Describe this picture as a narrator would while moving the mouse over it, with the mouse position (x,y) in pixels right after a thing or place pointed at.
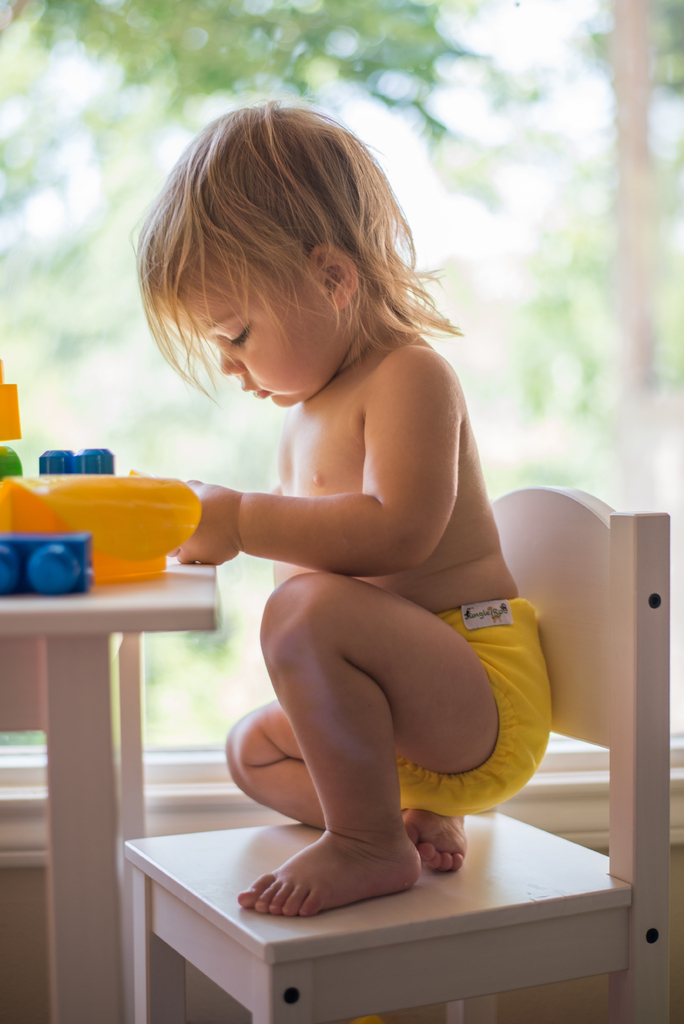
In this image there is a kid (425,795) sitting in a chair (498,865). In front of the table (177,591). On the table (160,583) there are some toys (100,563). In the background (46,187), there is a tree (597,376), sky (31,214). The kid (312,871) is wearing yellow color short (510,671).
